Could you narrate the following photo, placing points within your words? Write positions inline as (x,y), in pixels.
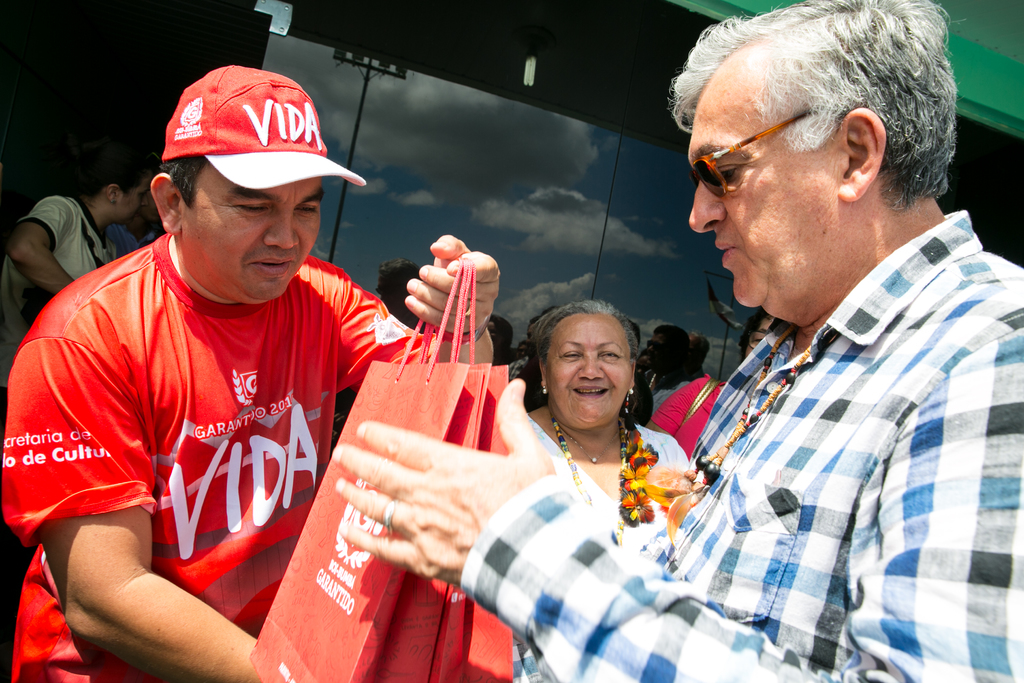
This man (240,374) is holding bags (458,603). Here we can see people (138,243). On this glass (558,277) there is a reflection (475,130) of sky (442,133) and clouds (477,133).
